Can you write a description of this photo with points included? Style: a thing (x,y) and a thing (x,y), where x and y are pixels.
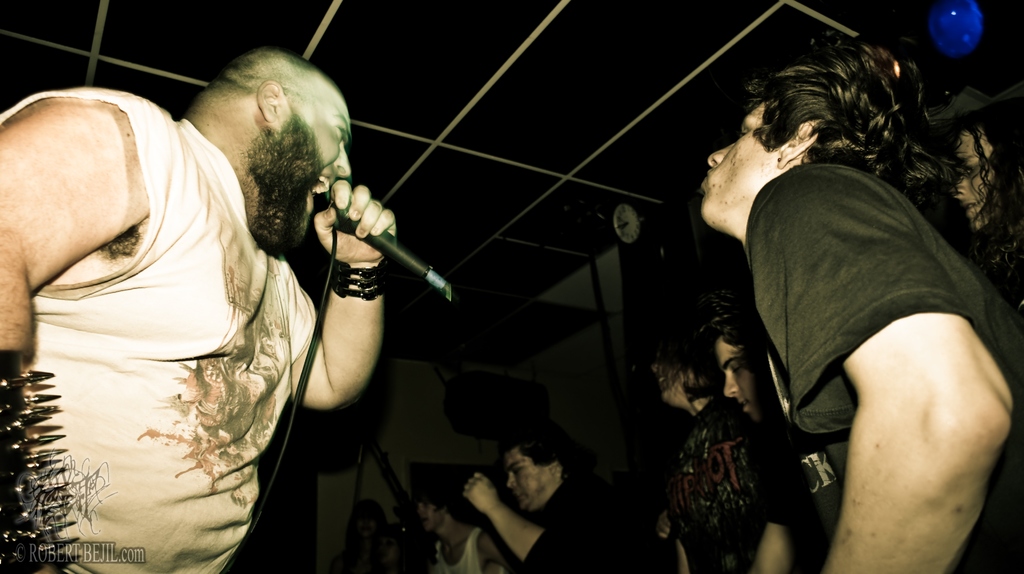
In this image we can see this person (88,290) is standing and holding a mic (379,249) in his hands (376,256). in the background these people (652,366) are standing.
